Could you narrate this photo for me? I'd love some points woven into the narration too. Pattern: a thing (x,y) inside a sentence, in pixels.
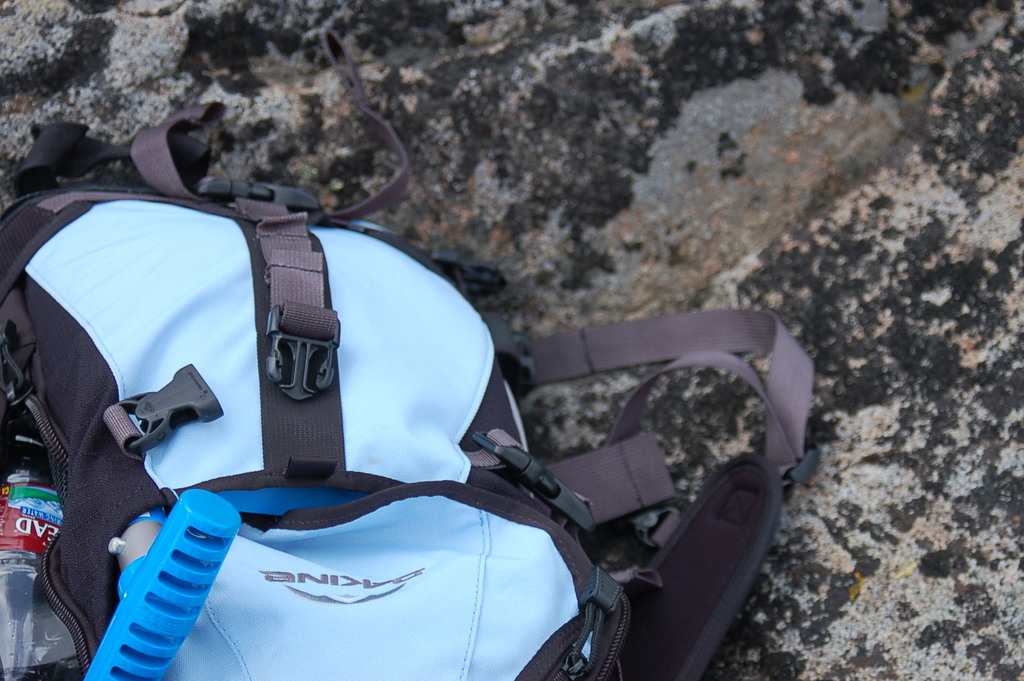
In this image, there is a bag (137,295) which is colored black and sky blue. This bag (118,401) contains water bottle (9,568).
